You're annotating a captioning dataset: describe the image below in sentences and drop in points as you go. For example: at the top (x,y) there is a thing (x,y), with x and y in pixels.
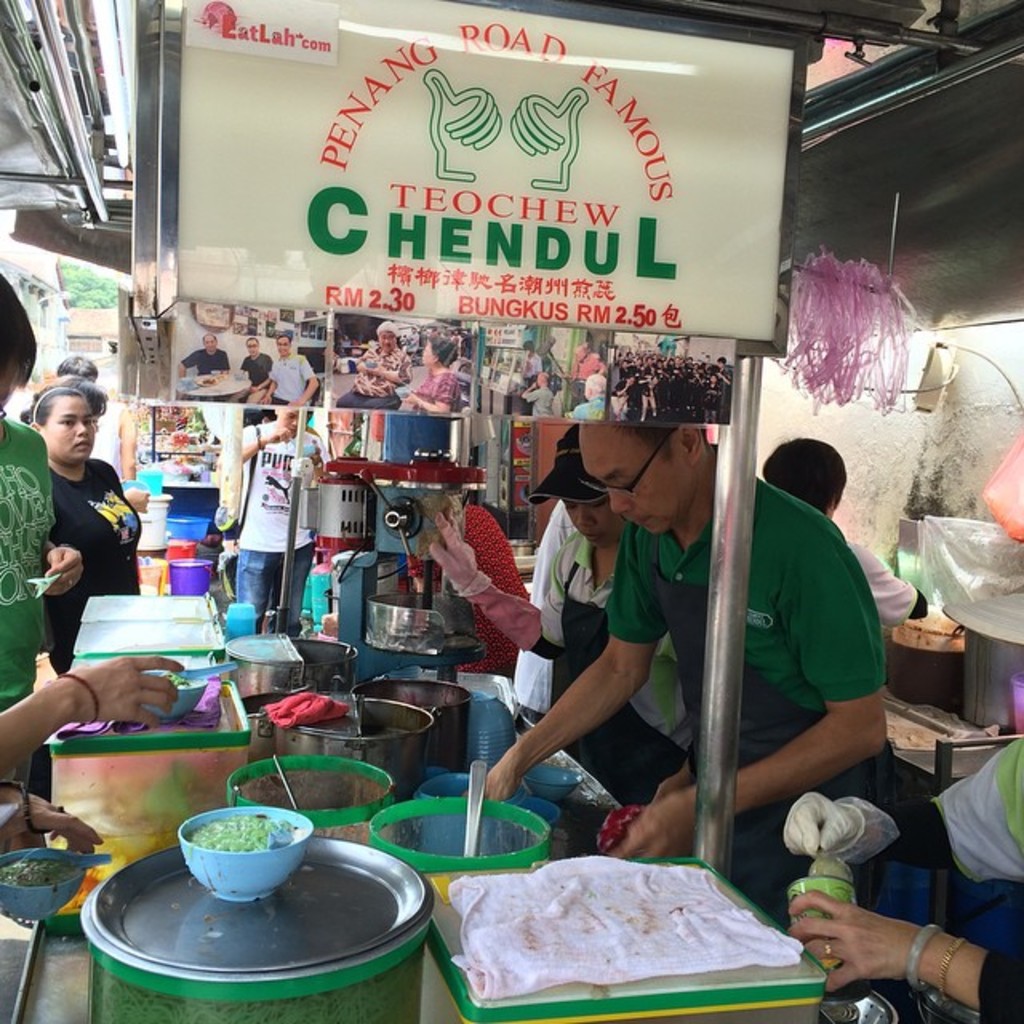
In this image we can see food stalls (230,744) and a person (672,819). In addition to this we can see persons (822,469), poster (363,322), advertisement (412,278), utensils (252,860), building (40,315) and tree (81,294).
